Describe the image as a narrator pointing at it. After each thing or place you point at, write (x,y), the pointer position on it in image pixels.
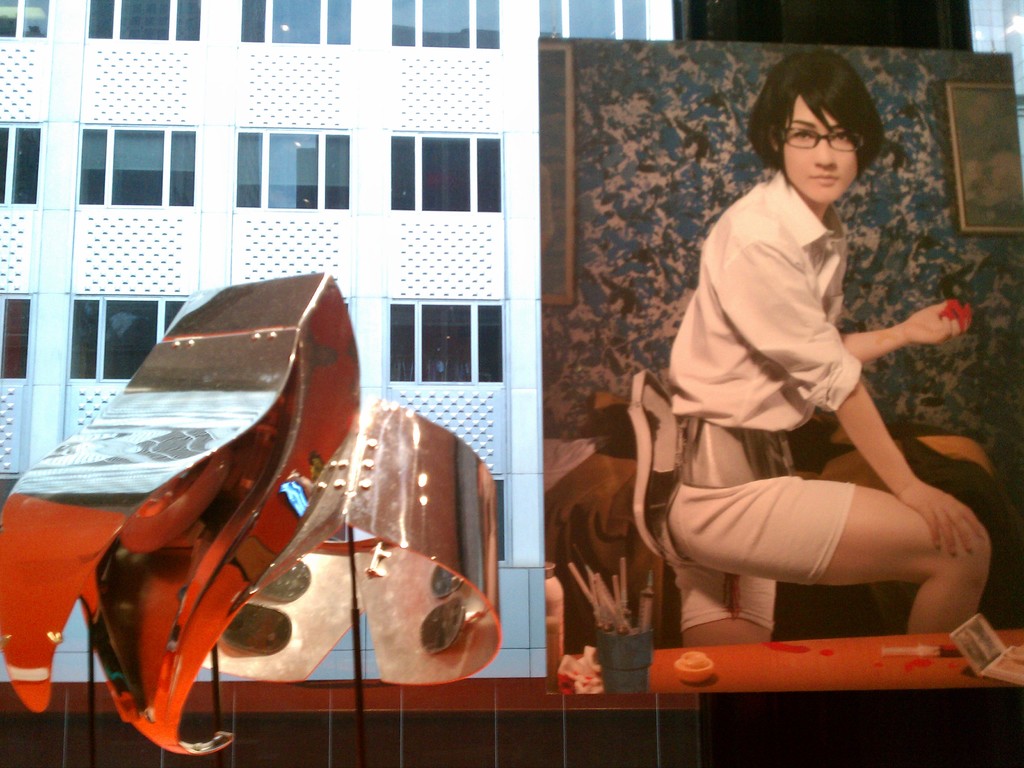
In this image in the front (380,683) there is an object (302,530) and there is a poster (805,417). In the poster (689,582) there are objects (613,652) and there are frames (960,184) on the wall (640,214) and there is a person (801,333) sitting and holding an object (947,314) in hand (939,340). In the background (420,137) there is a building (355,105).
